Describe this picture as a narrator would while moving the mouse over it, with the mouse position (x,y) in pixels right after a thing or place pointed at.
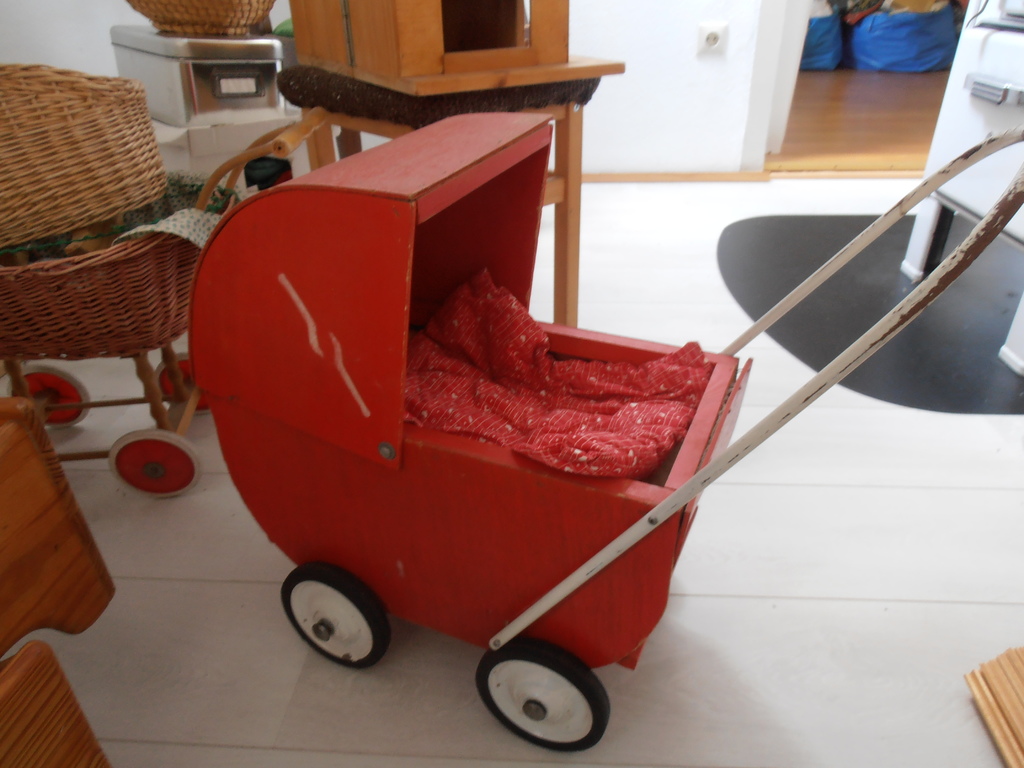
In this image there are two baby carriages (418,247), and in the background (308,5) there are some items (321,9).
